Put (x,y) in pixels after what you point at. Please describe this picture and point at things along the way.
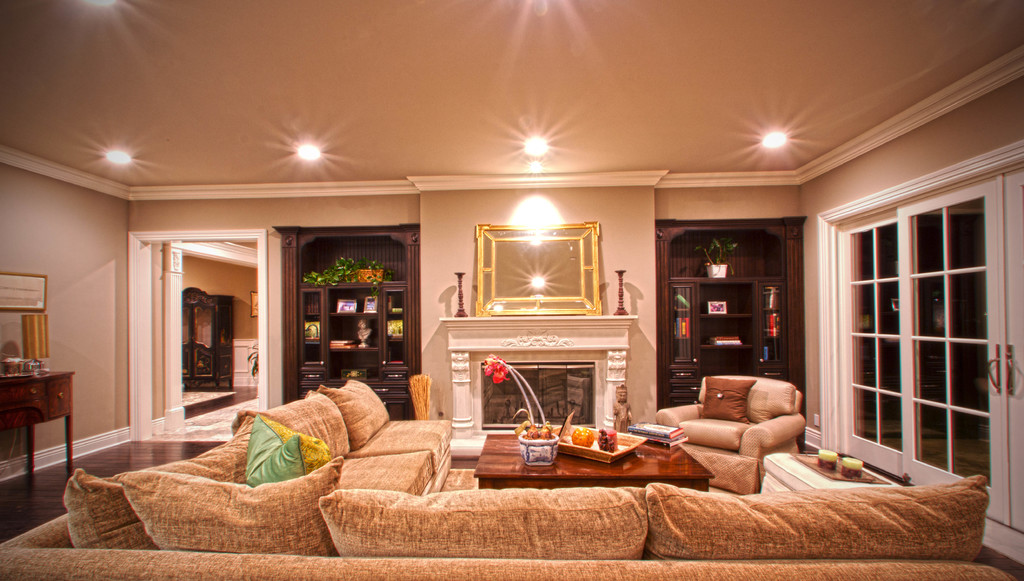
In this room (417,466) there are sofa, table (635,468), water plant (372,264), cupboards (709,352), books (340,341), door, chair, books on the table (675,455). On the rooftop (335,138) there are lights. On the right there is a table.
